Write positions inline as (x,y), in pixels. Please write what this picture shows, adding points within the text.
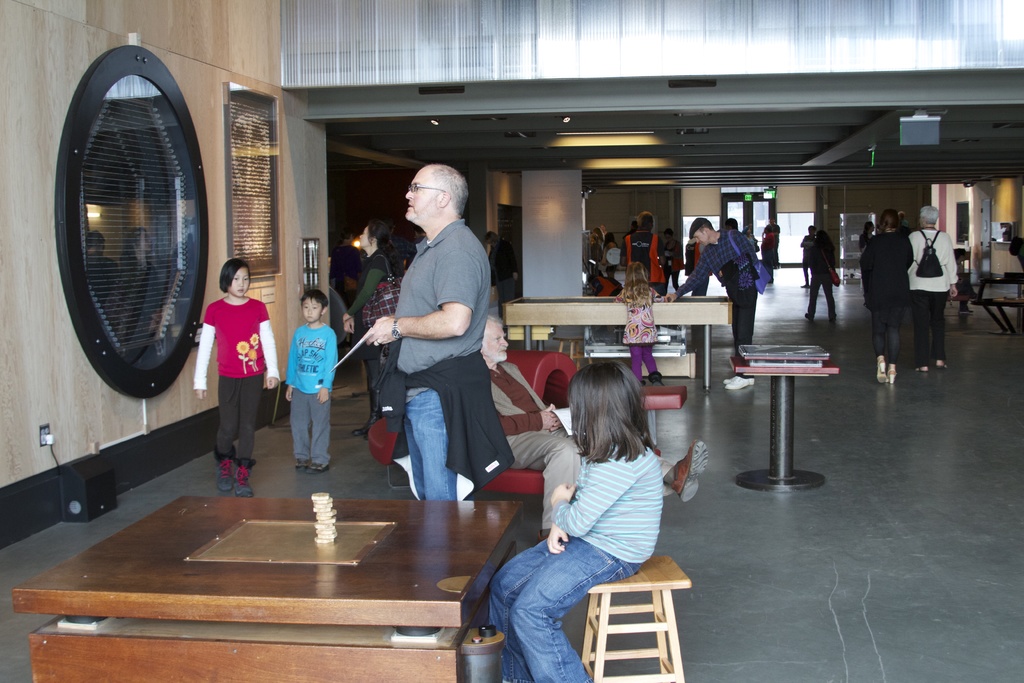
This image is taken indoors. At the bottom of the image (837,577) there is a floor (838,611). In the background (937,198) there are a few walls (909,201), doors (736,214) and pillars (573,276). A few people (724,236) are walking on the floor (1014,352) and a few are standing. At the top of the image (708,81) there is a roof (710,120) with lights (655,162). On the left side of the image (59,194) there is a wall (131,450) with a window (133,200). In the middle of the image (605,347) there are a few tables (608,318) with a few things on them and a man (564,432) and a child (611,535) are sitting. A man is standing on the floor (382,494) and two kids (329,359) are standing on the floor (345,379).
